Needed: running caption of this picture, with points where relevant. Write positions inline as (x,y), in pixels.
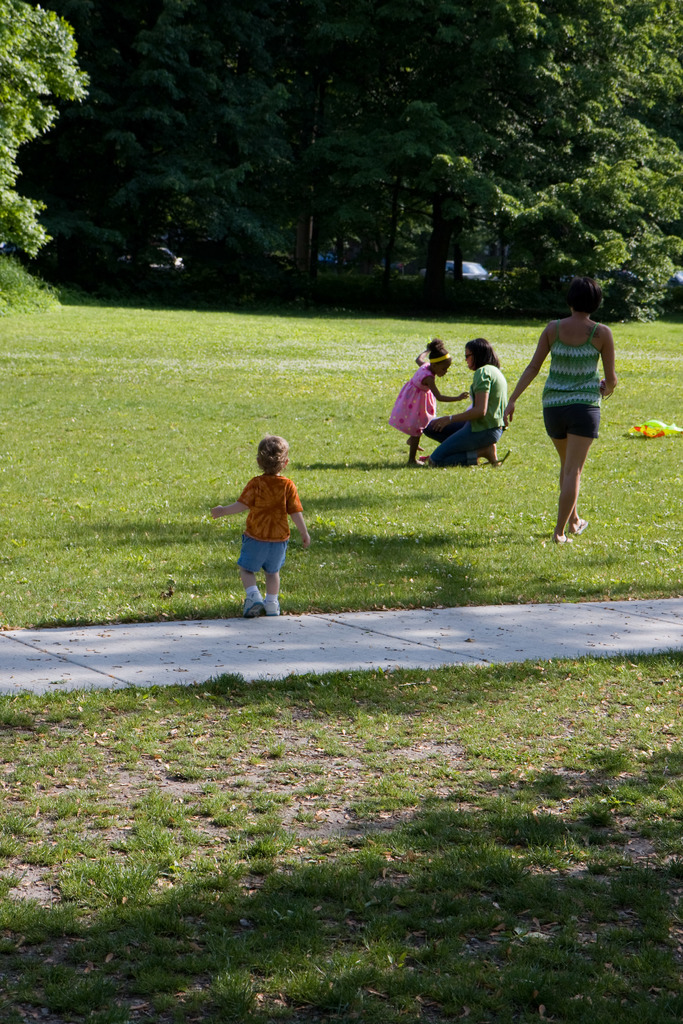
There are people (558,388) and grassland (34,763) in the foreground area of the image (421,561), there are vehicles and trees (424,193) in the background (424,193).
